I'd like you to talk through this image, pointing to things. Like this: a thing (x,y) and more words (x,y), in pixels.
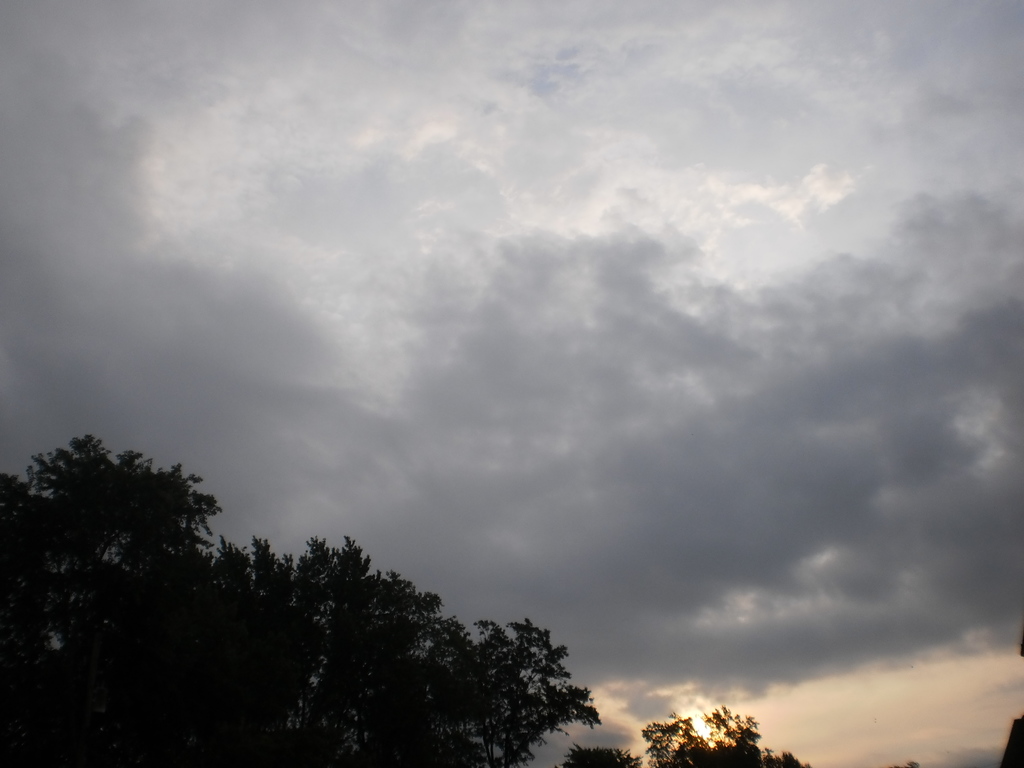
In this picture, there are trees (287,586) at the bottom left (238,590). On the top (547,96), there is a sky (513,196).
